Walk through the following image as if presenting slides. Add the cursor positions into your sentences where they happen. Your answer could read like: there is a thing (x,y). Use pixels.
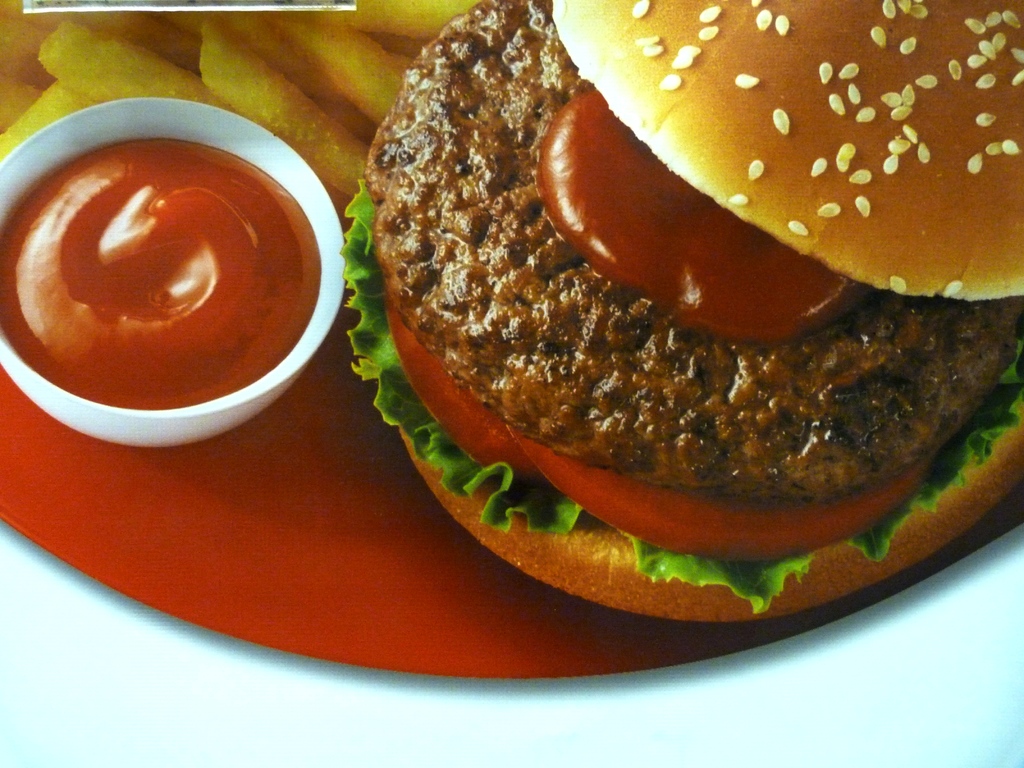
In this picture I can observe burger (509,220) and french fries (334,79) placed in a red color plate (332,530). On the left side (198,210) I can observe a sauce (184,284) in the cup (112,413). The plate (150,534) is placed on the table (288,714).
